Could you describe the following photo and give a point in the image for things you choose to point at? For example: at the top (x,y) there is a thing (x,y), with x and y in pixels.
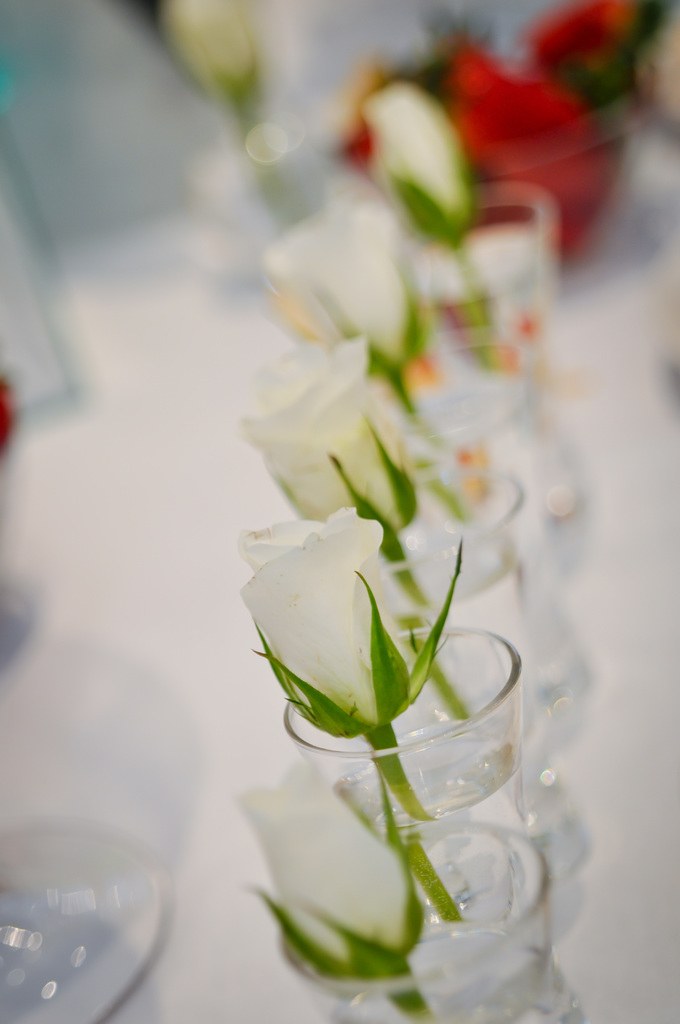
Here I can see few glasses (474,729) with water (432,1020) and roses (353,540). These glasses (321,985) are placed on a white surface (183,433). The background (525,97) is blurred.
